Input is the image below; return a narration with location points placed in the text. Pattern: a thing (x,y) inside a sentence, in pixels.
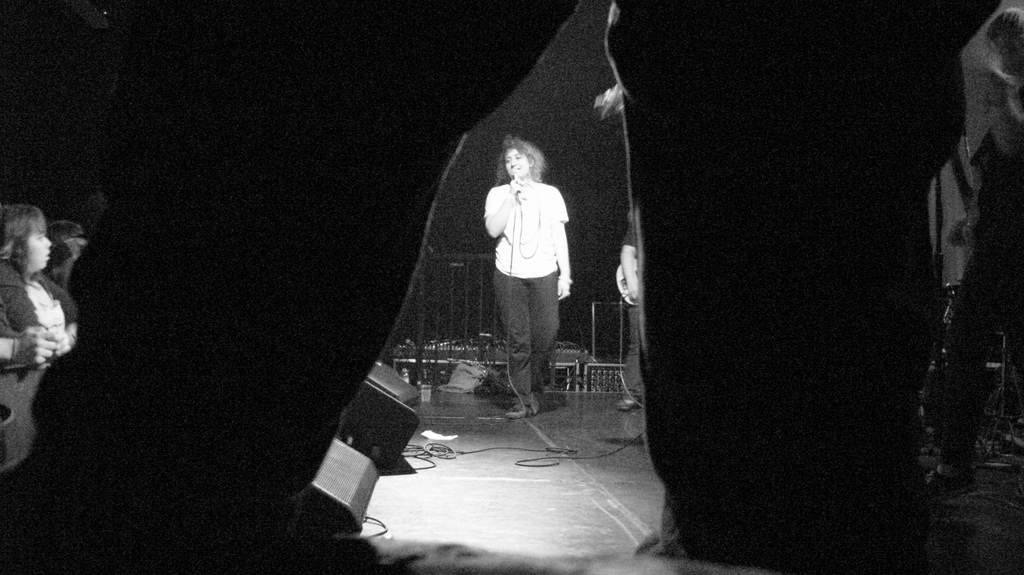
This is a black and white image, in this image a woman (549,255) standing on a stage (514,433) holding a mic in her hand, on the left side (61,315) there are people (59,314) standing, in the middle (491,213) there is a person (715,219) standing.
